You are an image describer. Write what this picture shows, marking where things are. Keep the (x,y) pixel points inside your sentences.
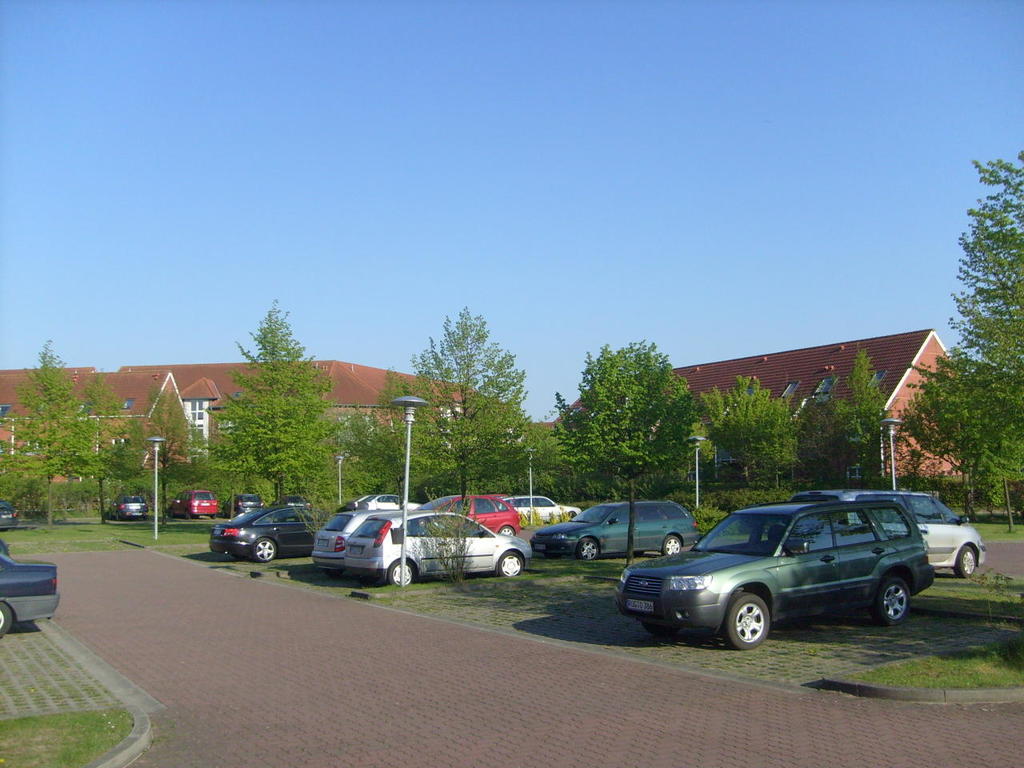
There is a road (201,647). On the right side of the road (195,660) there are many vehicles (364,501) parked. Also there are light poles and trees (23,435). In the background (831,354) there are buildings (817,385) and sky (384,172). On the ground (74,684) there is grass (69,736).
